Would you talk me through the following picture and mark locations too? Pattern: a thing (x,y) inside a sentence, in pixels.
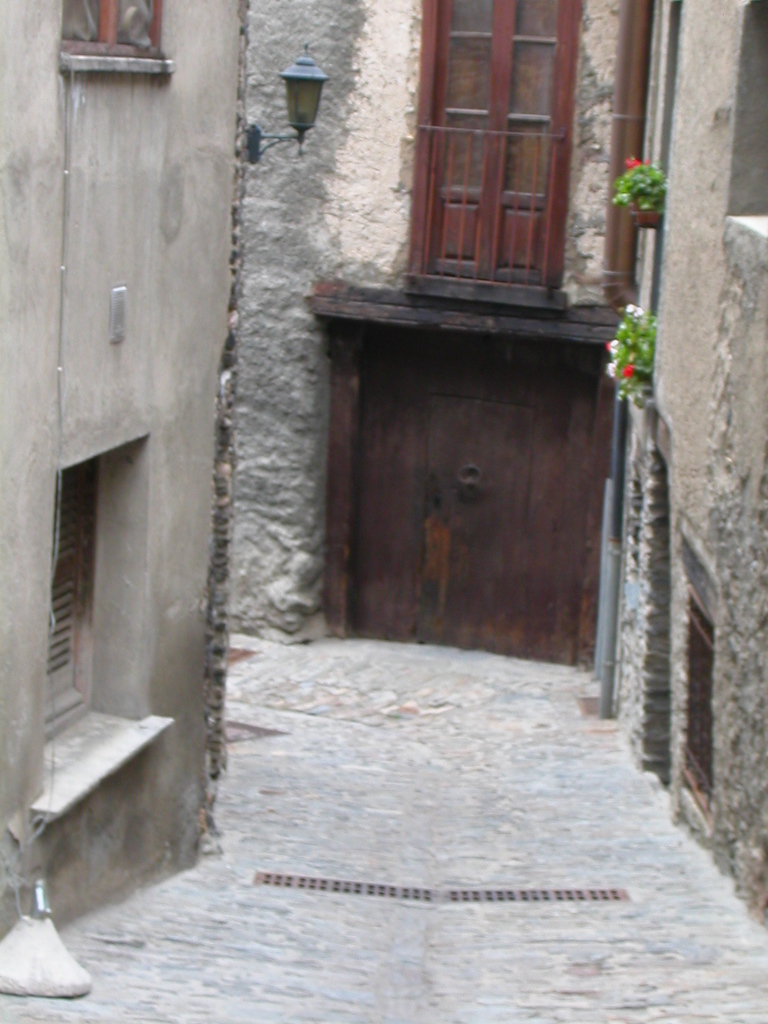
In this image we can see a lane (496,830). To the both sides of the lane (236,638), buildings (418,458) are there with wooden door (488,350), windows (504,144) and light (286,107).
